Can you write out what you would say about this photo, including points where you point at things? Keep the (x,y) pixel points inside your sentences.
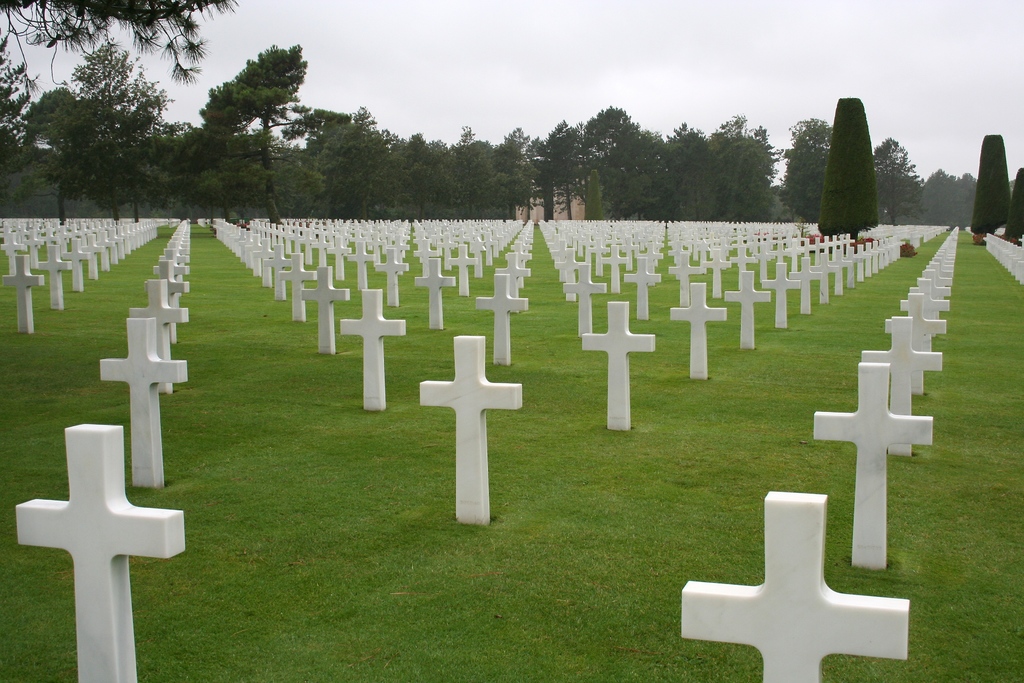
In this image at the bottom (726,575) there is a grass (191,339) and also there are a group of crosses (326,280), in the background (235,108) there are some trees (796,150) and on the top of the image (601,98) there is sky (740,93).
